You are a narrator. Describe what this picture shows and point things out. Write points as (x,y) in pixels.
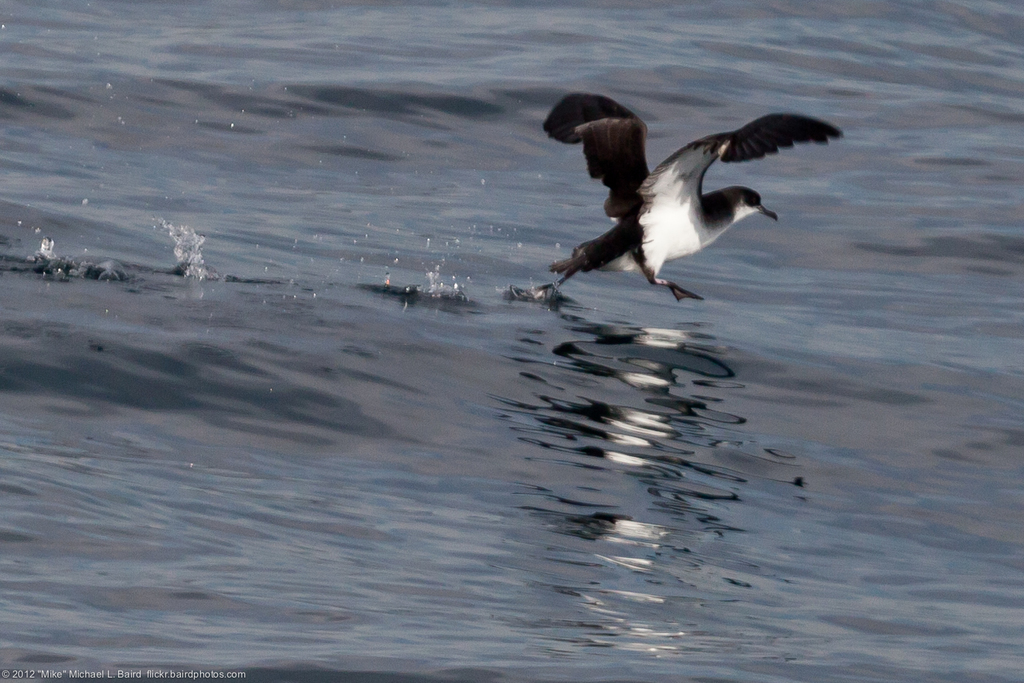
In this image I see the water (641,116) and I see a bird (624,220) over here which is of white and black in color.
